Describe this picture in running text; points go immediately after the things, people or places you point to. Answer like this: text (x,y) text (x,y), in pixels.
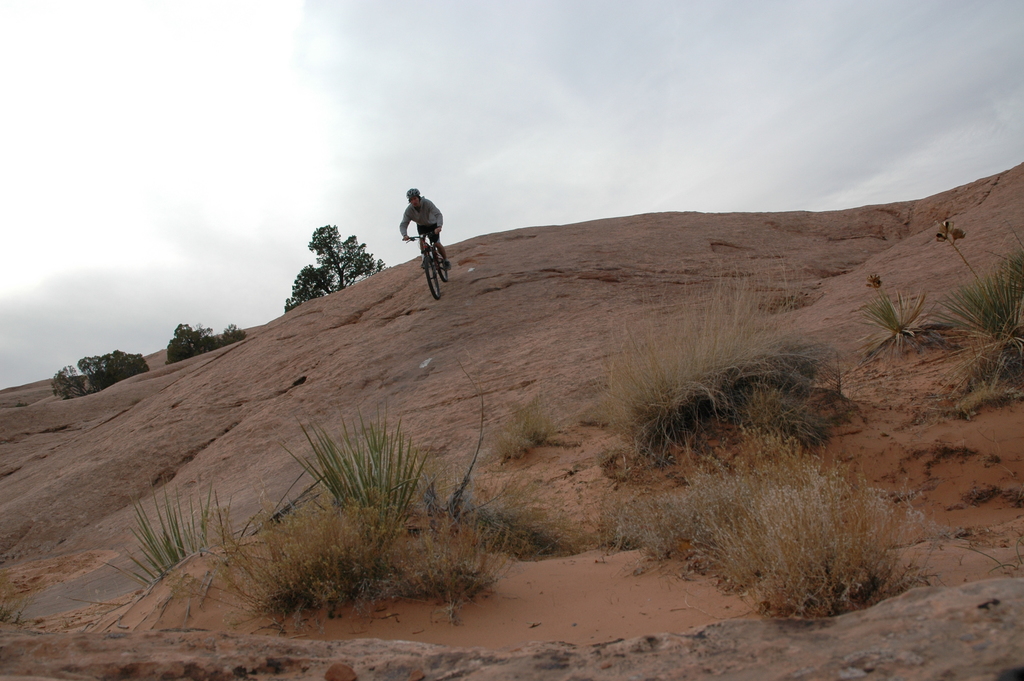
In this picture, there are hills stones (359,358) with plants (844,548) and trees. On the hill stone (387,318), there is a person (417,219) riding a bicycle (424,240). On the top (330,92), there is a sky (553,105) with clouds (451,136).
